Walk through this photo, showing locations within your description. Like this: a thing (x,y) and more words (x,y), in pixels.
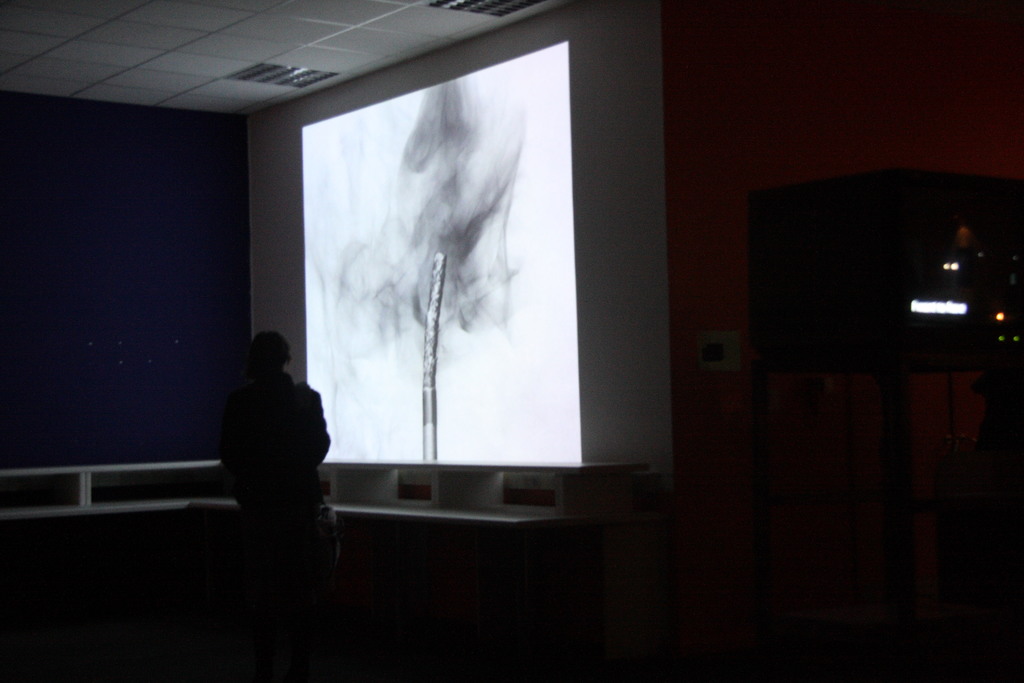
In this image I can see in the middle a person (296,468) is standing and looking at the projected image (387,258).
